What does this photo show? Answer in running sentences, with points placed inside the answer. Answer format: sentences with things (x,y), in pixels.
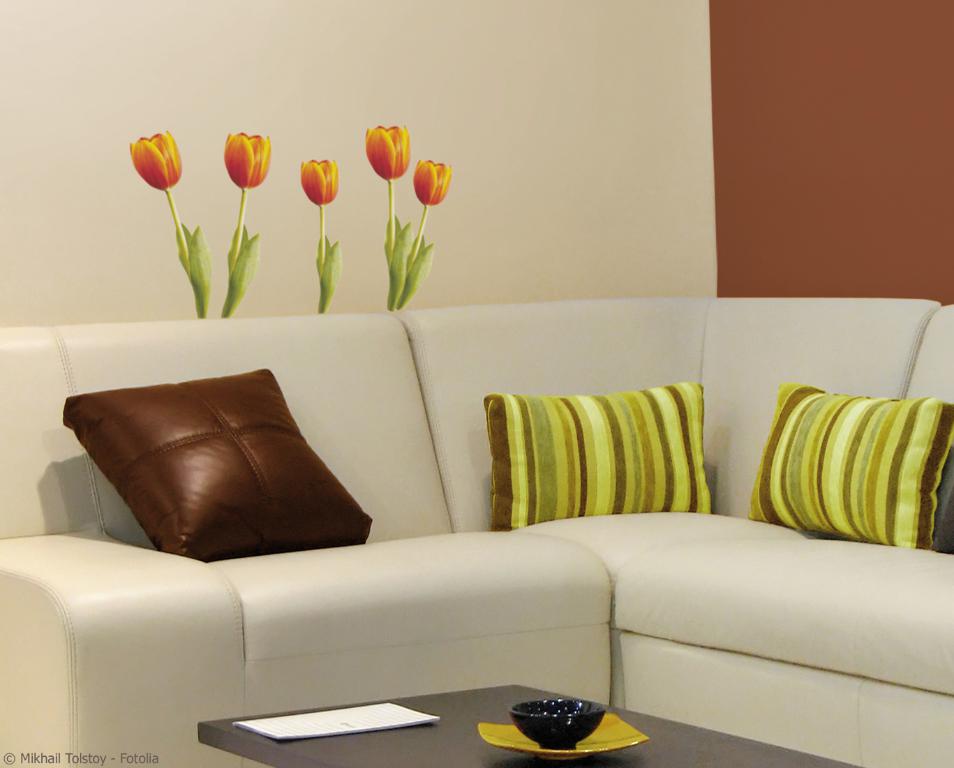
This is a picture of a room (228,599) in which there is a sofa (402,449) and three pillows (763,473) on it and a table (522,688) in front of it and a bowl (571,719) and a paper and behind the sofa (334,314) there is a wall painting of five flowers (323,200).
